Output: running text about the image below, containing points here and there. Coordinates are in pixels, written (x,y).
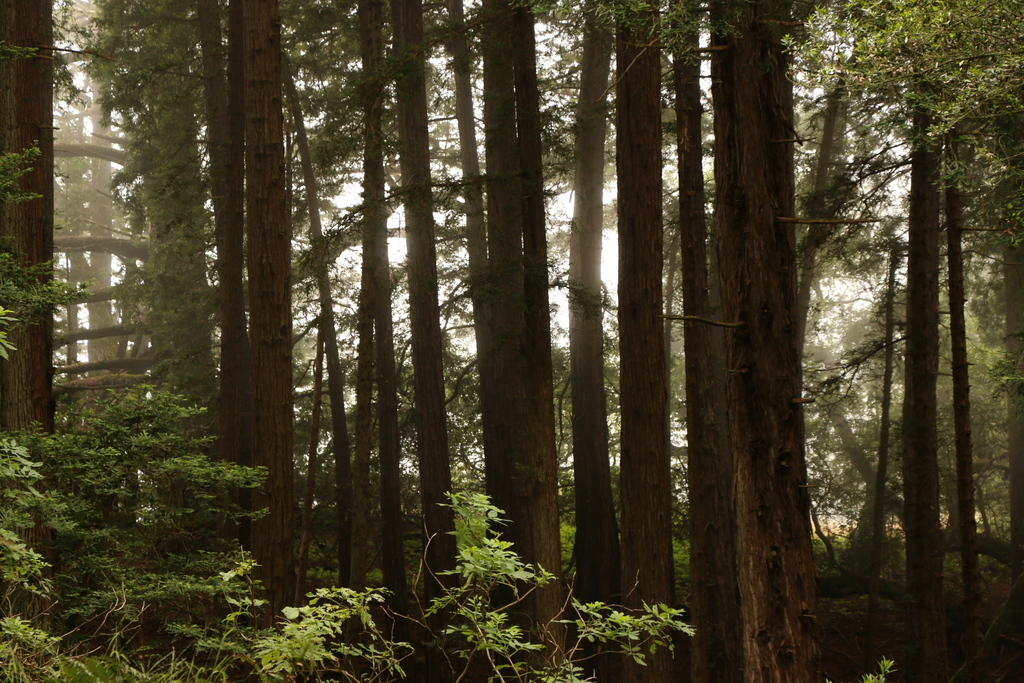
We can see trees (600,264). In the background (607,197) it is white.
